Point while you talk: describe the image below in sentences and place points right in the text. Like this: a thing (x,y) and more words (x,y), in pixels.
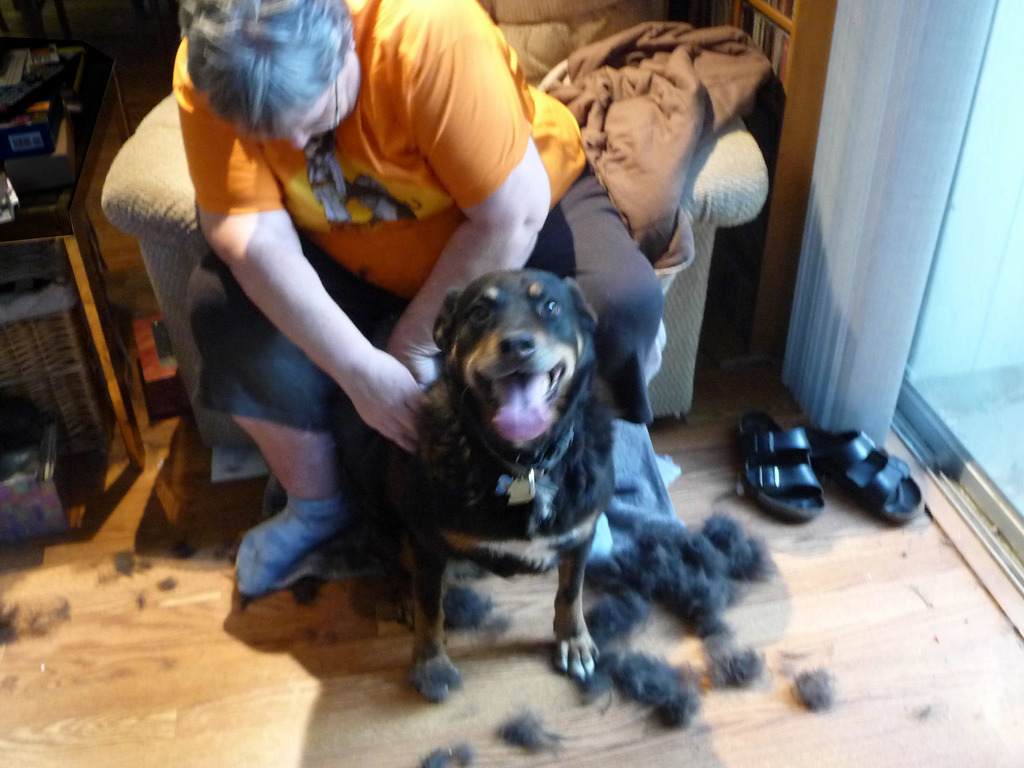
In this image there is one man (289,237) sitting on a chair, and in front of him there is a dog (454,388). At the bottom (314,641) there is floor (698,671), and there are hairs (674,607) and footwear (856,486). On the right side of the image (954,247) there is a window (950,228), and in the background (99,356) there are some objects (70,162) and there is a blanket (633,138).
